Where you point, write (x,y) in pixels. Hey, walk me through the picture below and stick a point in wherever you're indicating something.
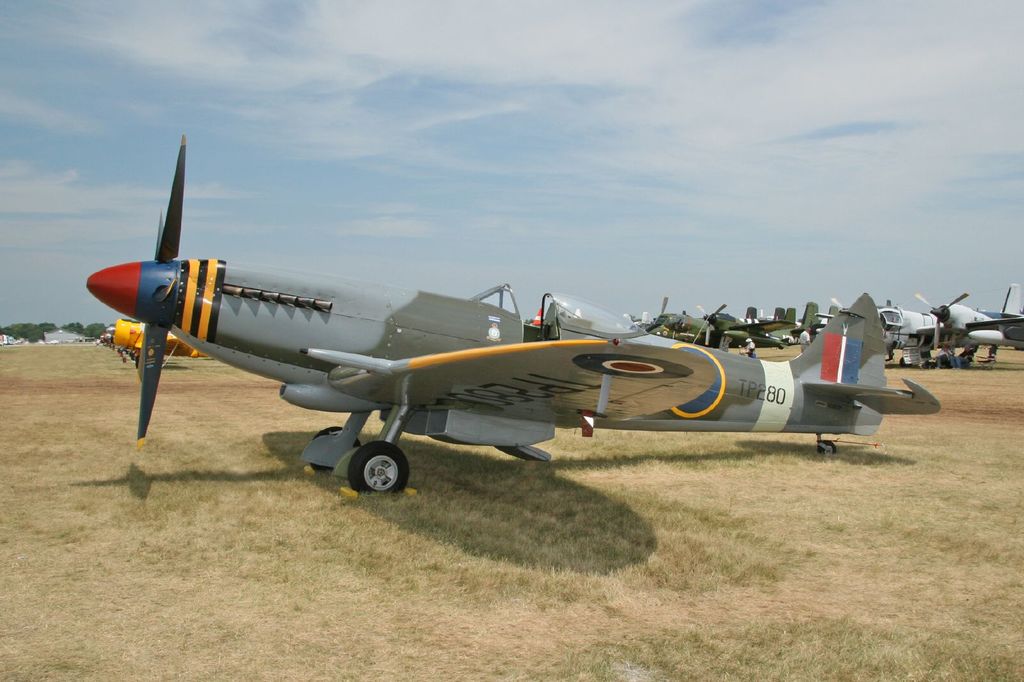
In this picture I can see airplanes (698,346) and grass (644,434). In the background (96,335) I can see trees (104,329) and the sky (541,259).
